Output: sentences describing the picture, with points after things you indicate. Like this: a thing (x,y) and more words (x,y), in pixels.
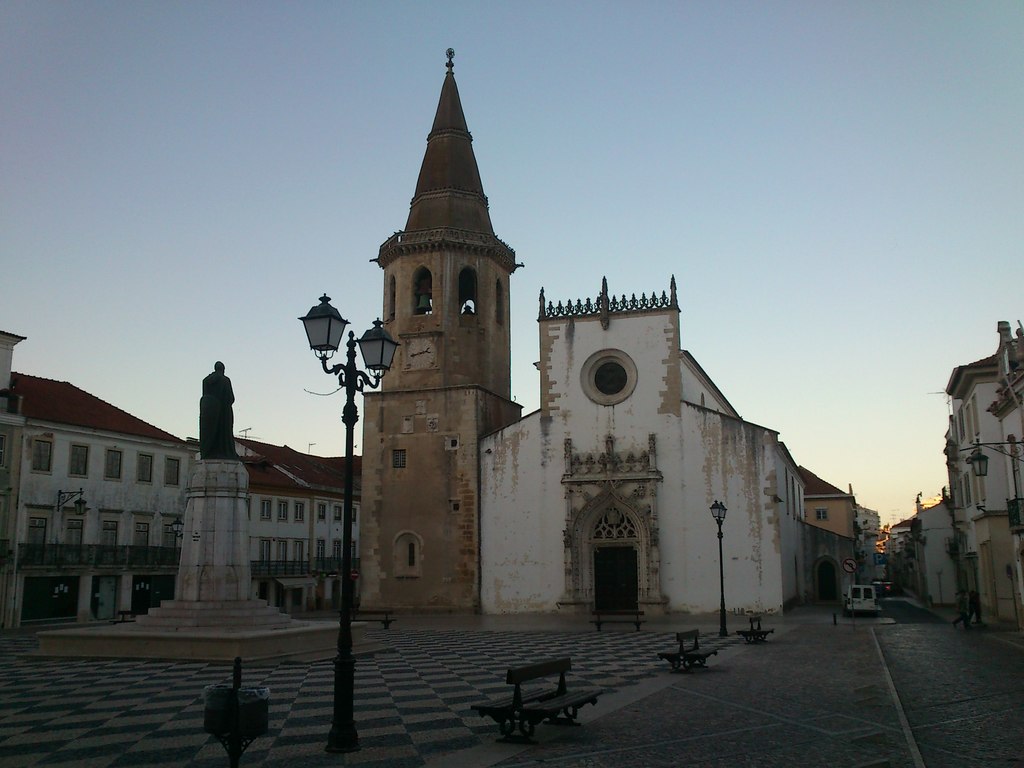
In this image I can see the benches (513,680) and the light poles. To the left (183,541) I can see the statue (214,484) of the person (211,455). In the background (521,521) I can see the buildings (868,524), vehicles (861,608) and the sky (295,133).
